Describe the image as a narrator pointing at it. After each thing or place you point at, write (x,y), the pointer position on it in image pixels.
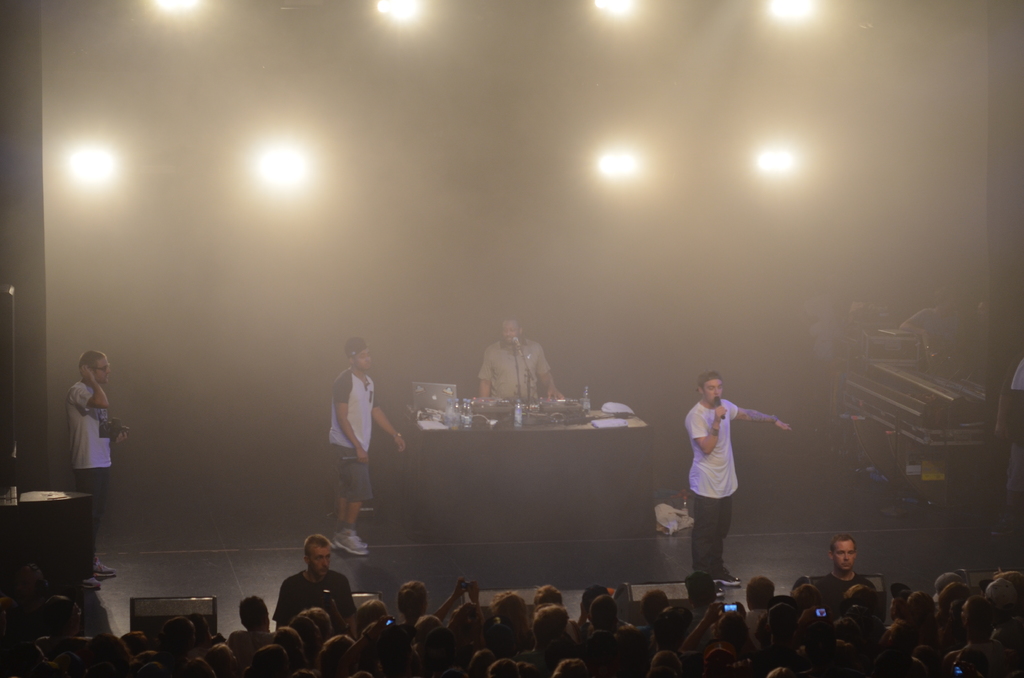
There is a crowd (512,616) at the bottom of this image (619,627). We can see four people (720,434) standing on the stage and we can see objects (482,412) are present on the table (525,431). We can see lights (78,167) at the top of this image (785,152).
